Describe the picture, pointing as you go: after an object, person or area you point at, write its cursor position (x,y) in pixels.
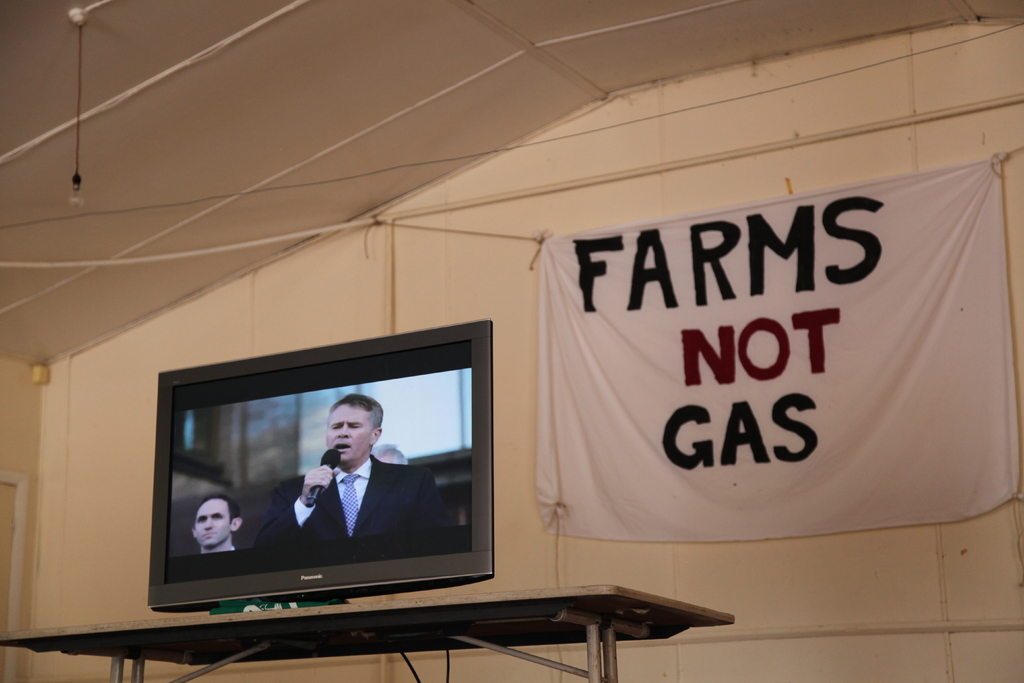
In this image we can see a television (483,482) with the screen (443,525) which is placed on a table (473,614). On the backside (706,530) we can see a banner (553,524) on a wall (534,387) with some text (728,419) on it, some pipes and a bulb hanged to a roof (72,113).
